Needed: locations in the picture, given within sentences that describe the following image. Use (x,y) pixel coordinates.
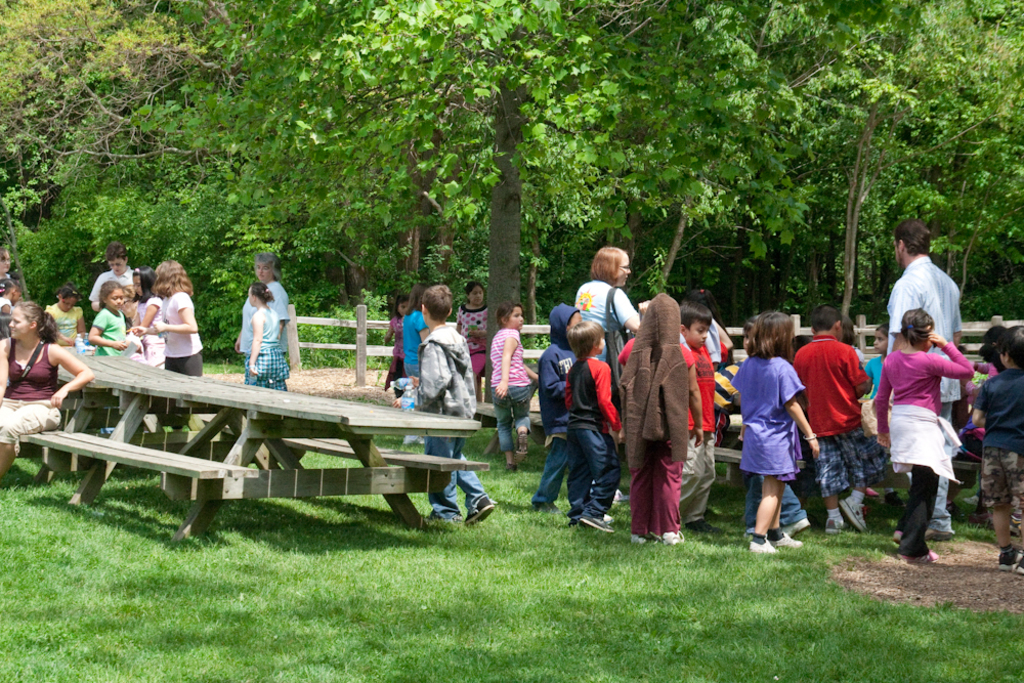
In the picture we can find some children (596,334), one man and woman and we can also find a table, bench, grass (6,507). In the background (26,222) we can find trees (220,306), railing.
